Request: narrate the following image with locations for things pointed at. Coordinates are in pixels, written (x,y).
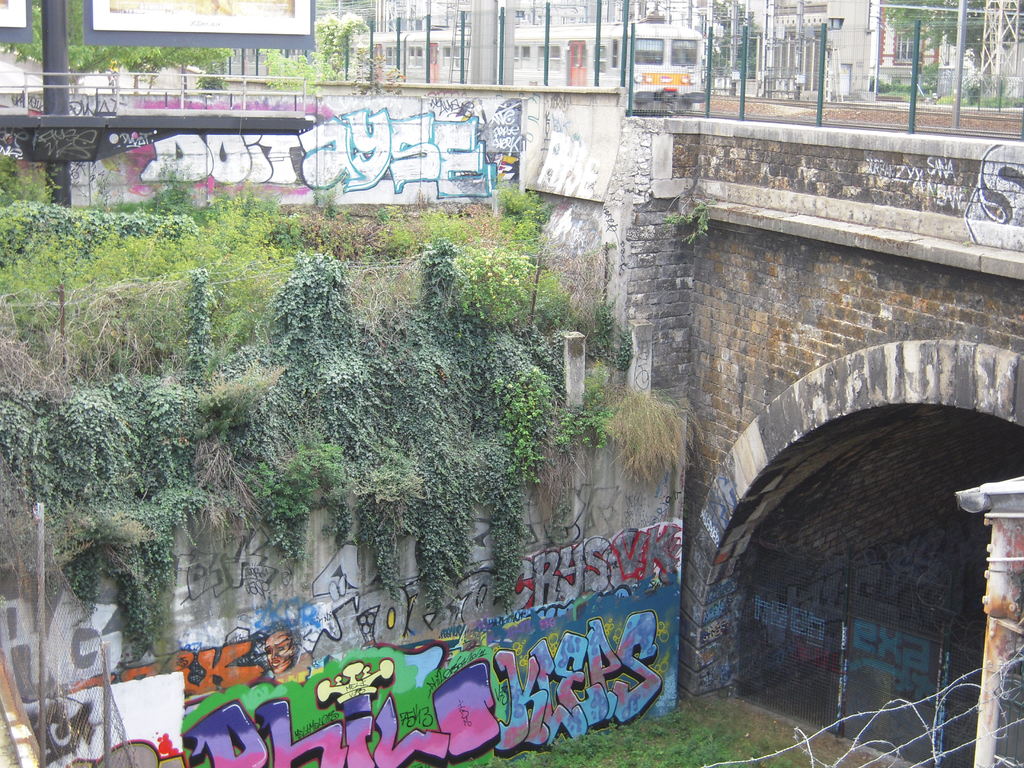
In this image we can see a train (564,80), iron poles (597,70), wall (597,235) with some text (535,580) on the wall (228,108), there are plants (378,348), fence (68,705) and buildings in the background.
